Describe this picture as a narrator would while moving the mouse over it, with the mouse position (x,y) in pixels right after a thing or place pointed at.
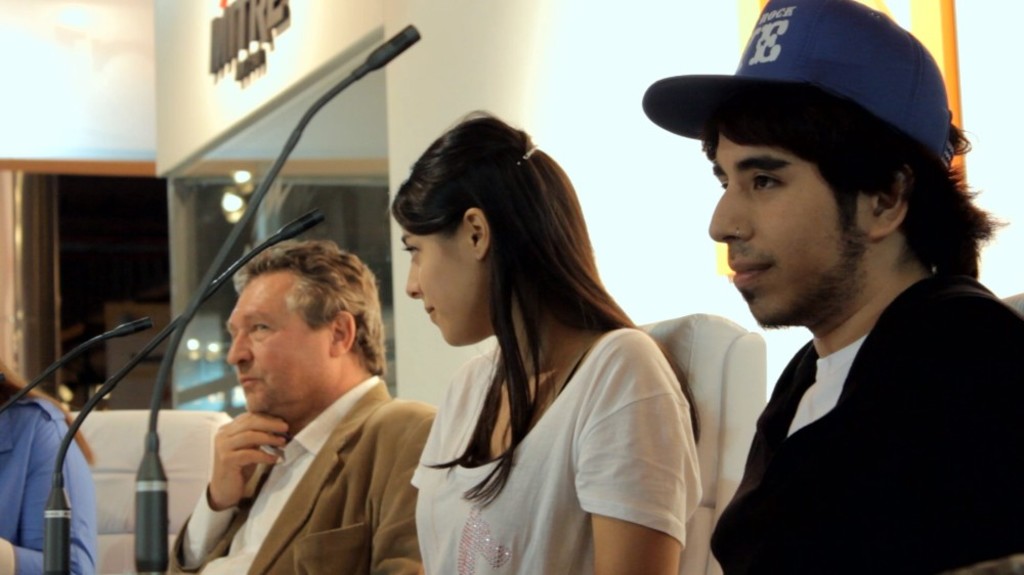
In this picture we can see four people (452,448) sitting on chairs (689,374) and in front of them we can see mics (158,519) and in the background (97,78) we can see wall (490,78).
